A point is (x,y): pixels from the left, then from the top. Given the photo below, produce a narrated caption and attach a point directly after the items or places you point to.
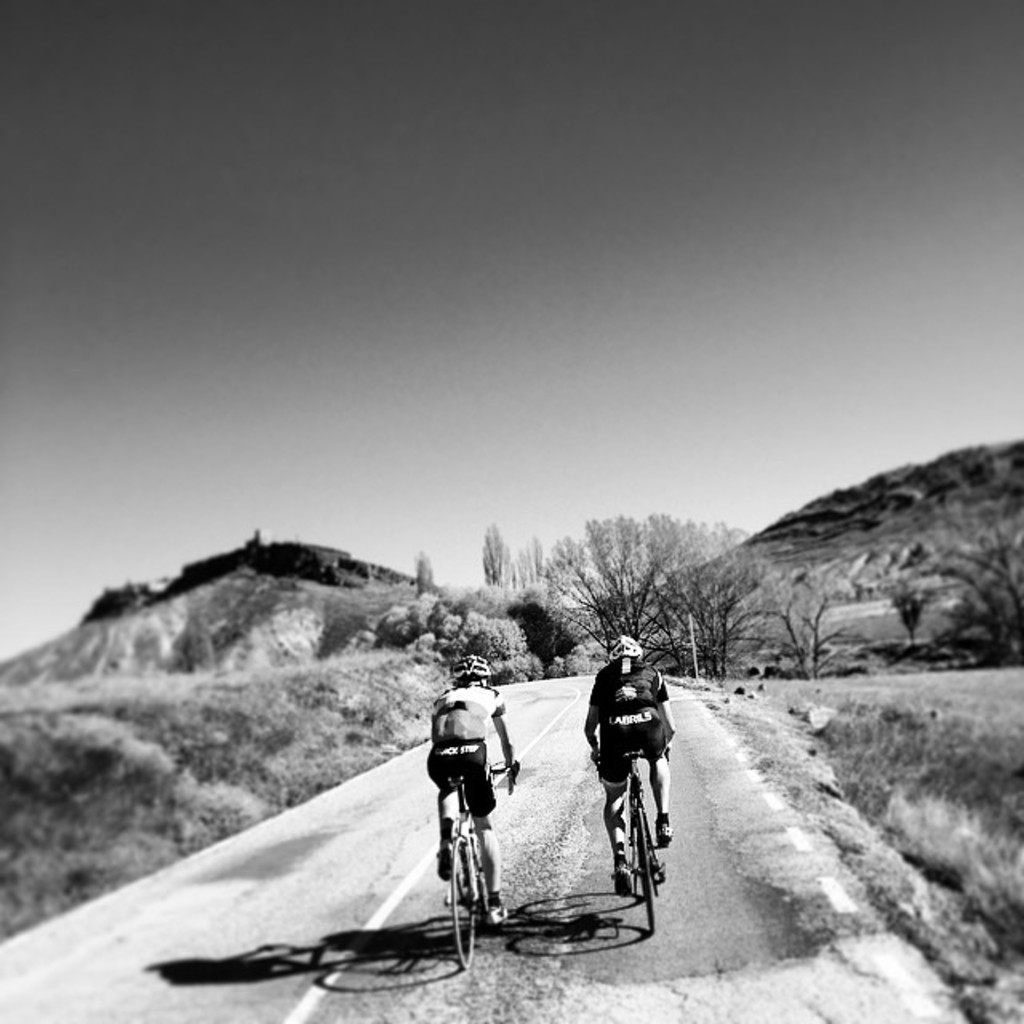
This is a black and white image. In this image we can see two persons (501,709) wearing helmets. They are riding bicycles (481,859) on the road (506,833). In the back (309,553) there are trees (530,577) and hills (783,574). Also there is sky (460,258).
